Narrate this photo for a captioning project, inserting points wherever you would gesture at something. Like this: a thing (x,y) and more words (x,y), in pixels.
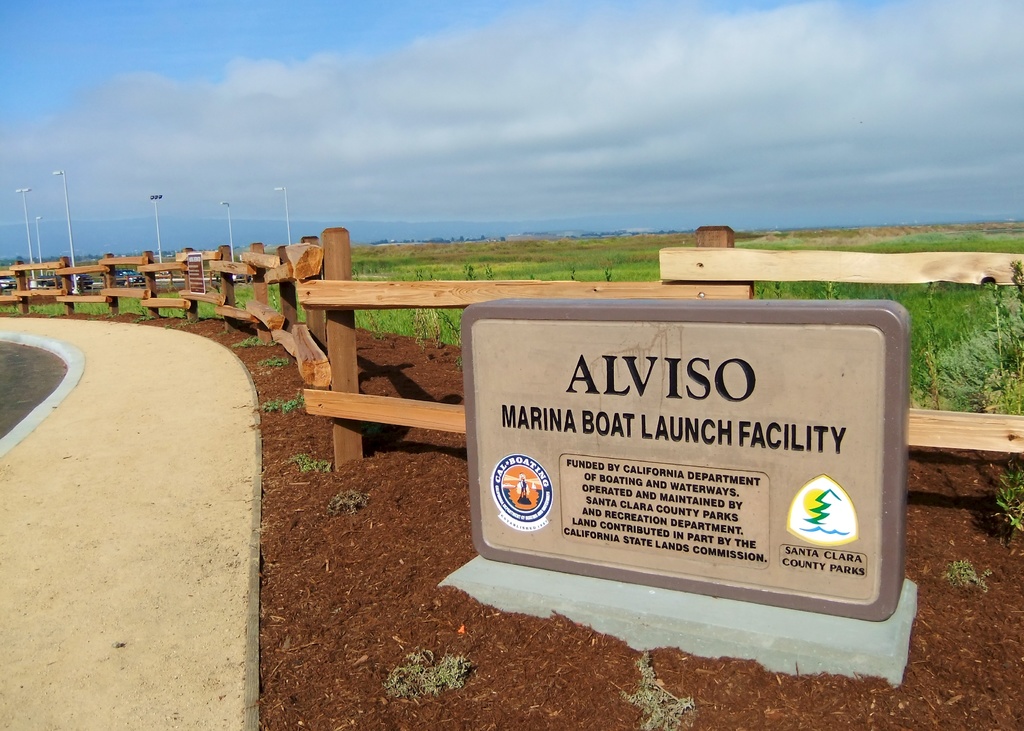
In this image there is a stone (650,462) on which Alviso Marina Boat Launch facility is written on it, there is red soil (405,564), there is wooden fencing (299,296), there are poles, there is grass (442,269), there is sky (551,82) with clouds (683,133).
